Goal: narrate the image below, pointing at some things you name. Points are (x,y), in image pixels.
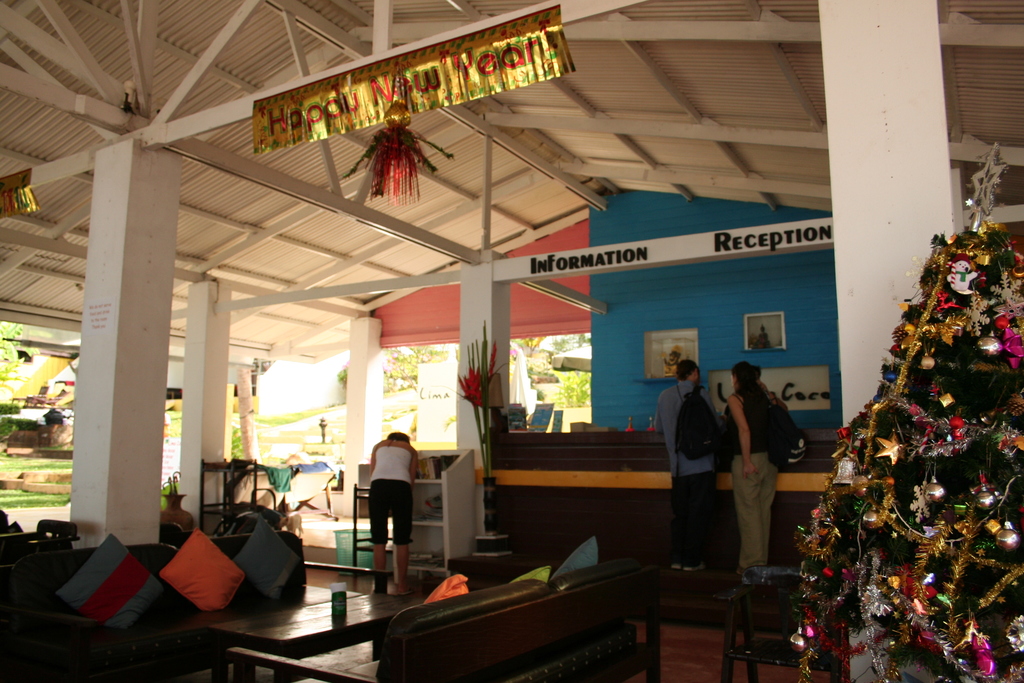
In this picture in the center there is a table (302,633), on the table (334,625) there is an object (333,613) which is green and white in colour, and there are sofas (168,616) with cushions (202,600) on it. In the background (753,464) there are persons (753,464) standing. On the wall (639,377) there are frames (752,343) and there is grass (24,470) on the ground (13,460) and there are trees (415,377) and there is some text (555,263) written on the wall (673,234). On the right side (921,467) there is tree (911,456). On the top (383,80) in the center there is a poster (378,90) hanging with some text (438,91) written on it.
